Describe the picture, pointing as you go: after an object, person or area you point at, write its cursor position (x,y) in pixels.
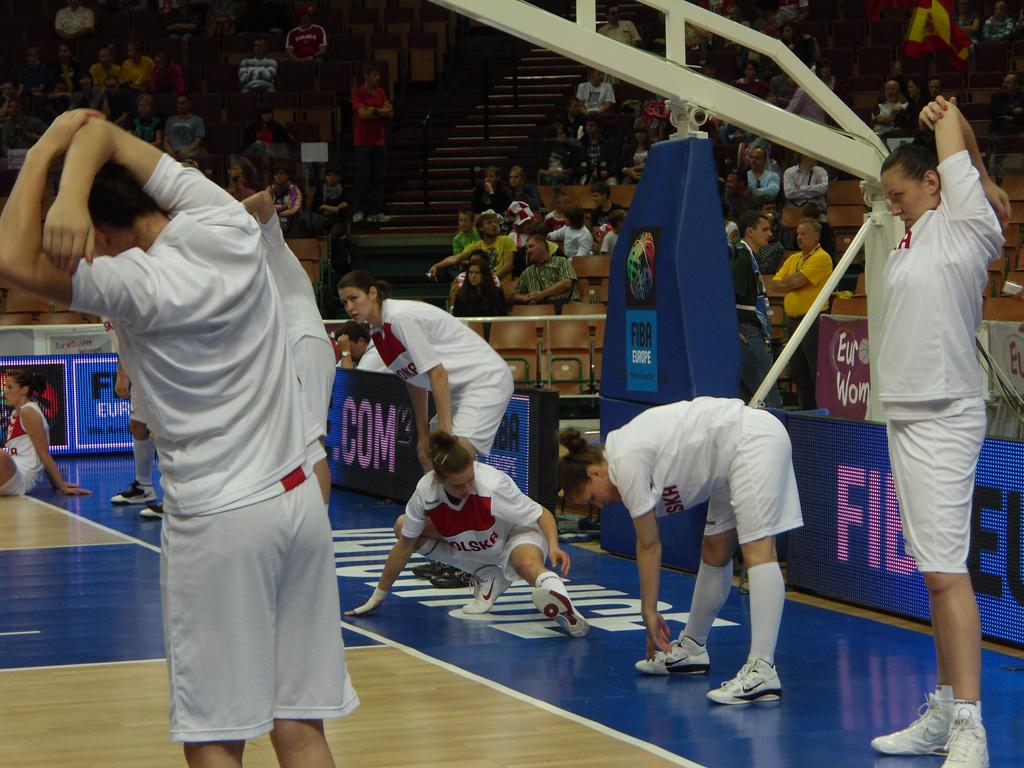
In this picture I can see few are standing and few are sitting in the chairs (846,86) and I can see few boards (984,526) with some text (851,473).
